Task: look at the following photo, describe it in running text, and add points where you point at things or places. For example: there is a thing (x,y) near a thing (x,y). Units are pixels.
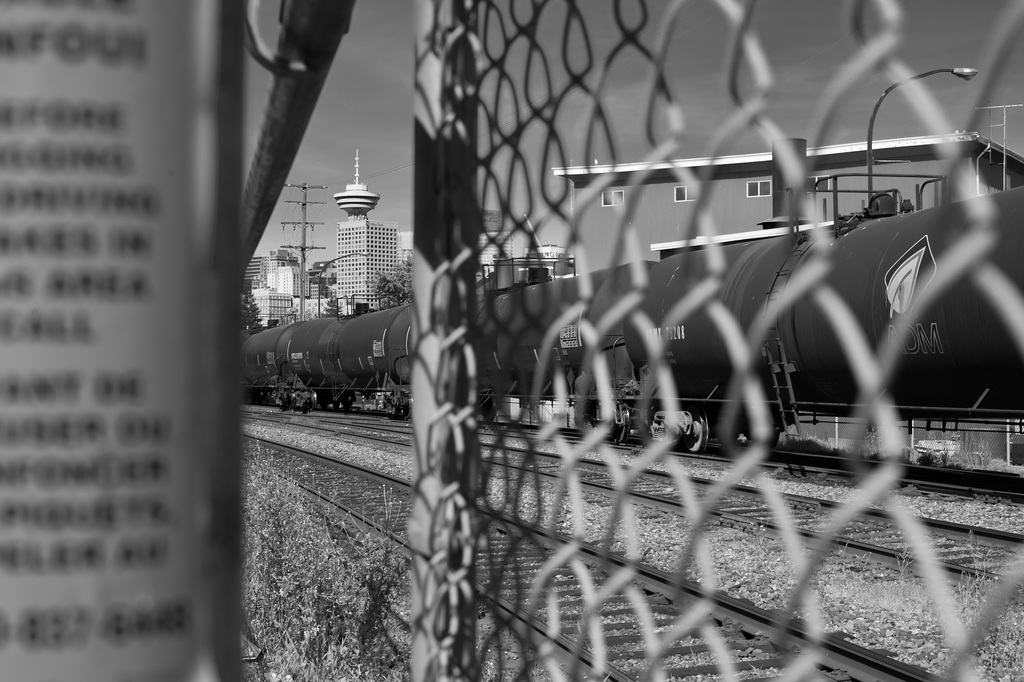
In this picture we can see fence (493,460), on the right side of the image (795,321) we can see a train (834,362) on the tracks (760,502), In the background (365,274) we can see few buildings (379,250), trees (252,296) and poles (303,250).
